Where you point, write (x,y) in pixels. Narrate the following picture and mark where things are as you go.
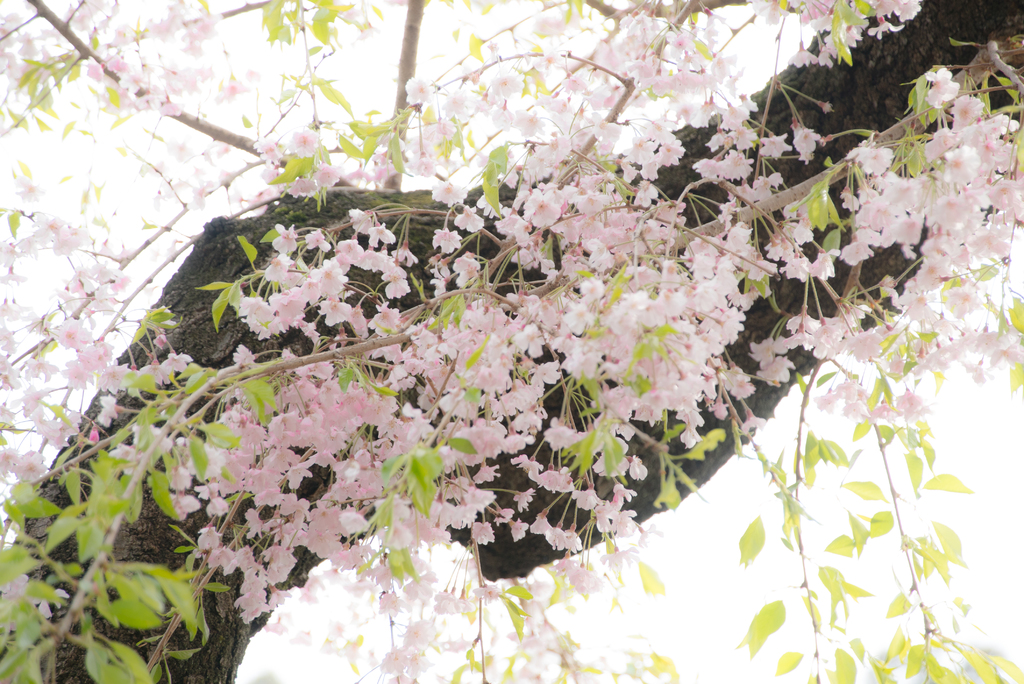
In this picture there is a flowers tree (480,323) in the image.
